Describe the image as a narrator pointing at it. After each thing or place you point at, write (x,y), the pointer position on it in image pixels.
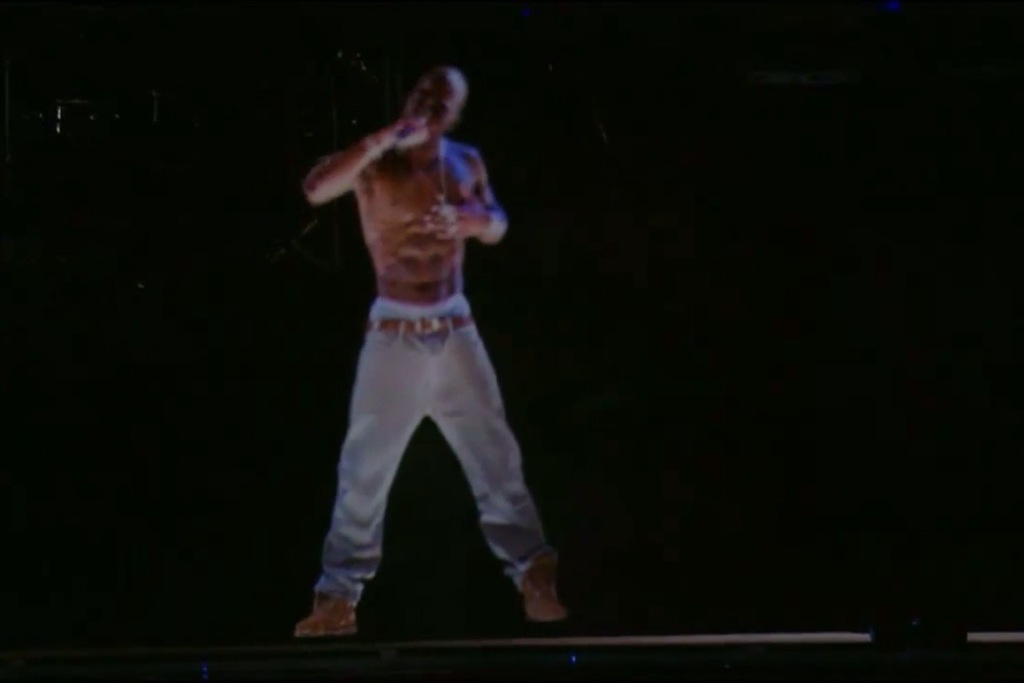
There is a man (391,215) standing. Background (834,30) it is dark.
